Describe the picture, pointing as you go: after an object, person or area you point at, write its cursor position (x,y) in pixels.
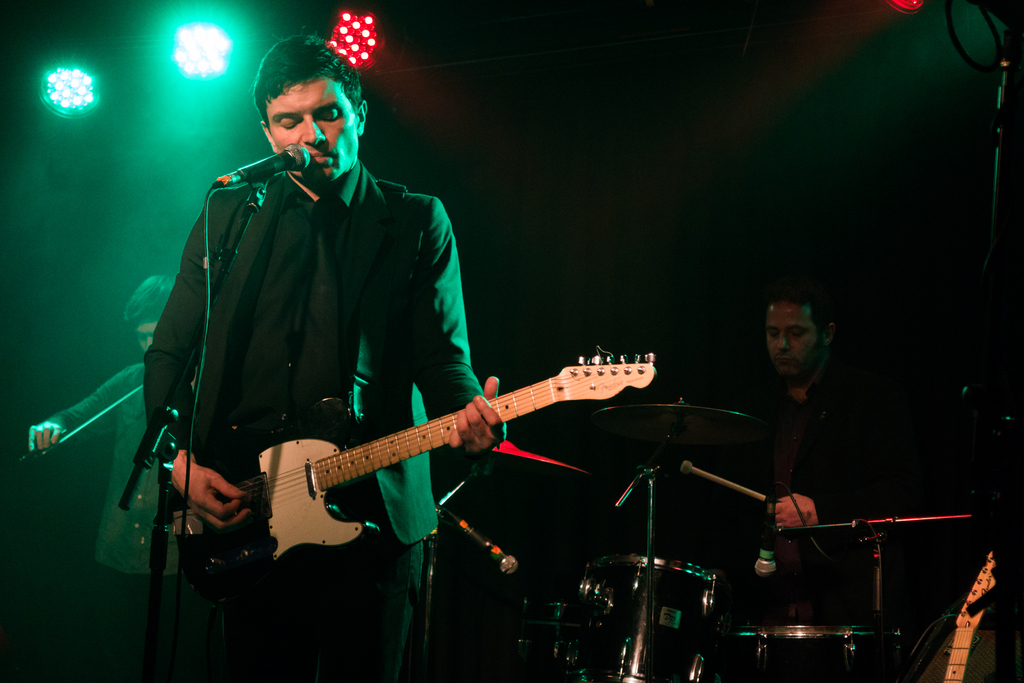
This man (356,296) is playing guitar (287,528) and singing in-front of mic (305,153). On top (349,49) there are lights (360,59). This person (816,358) is standing and playing these musical instrument (587,654) with stick (706,474). In-front of this musical instrument (794,642) there is a mic (770,542).
